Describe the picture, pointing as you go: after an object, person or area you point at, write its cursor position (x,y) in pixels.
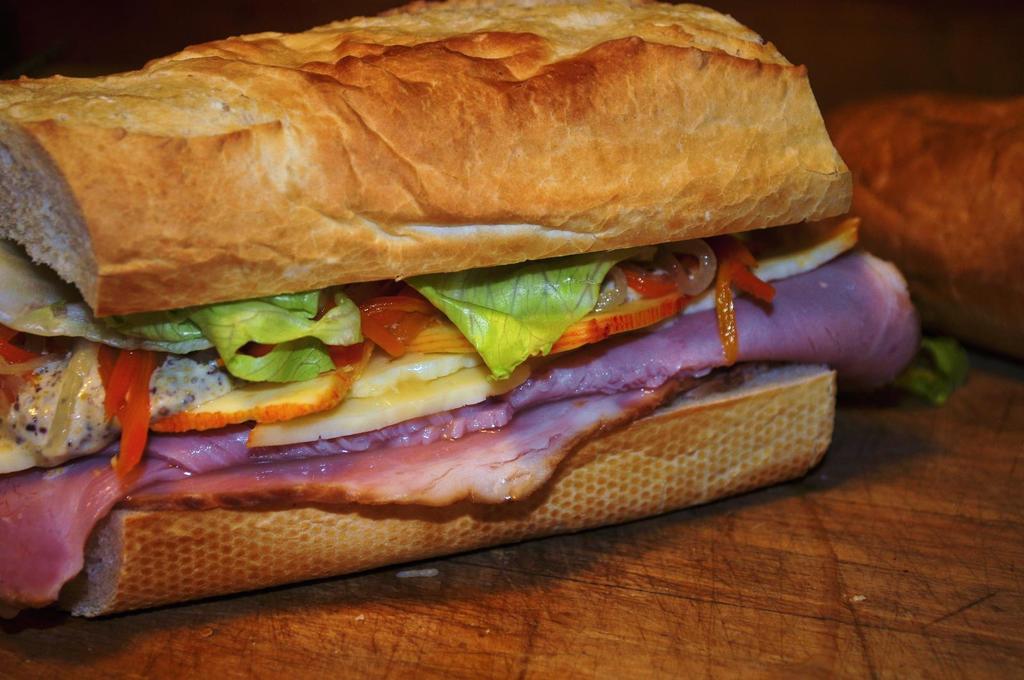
There is a food (662,362) on the surface (884,465).
